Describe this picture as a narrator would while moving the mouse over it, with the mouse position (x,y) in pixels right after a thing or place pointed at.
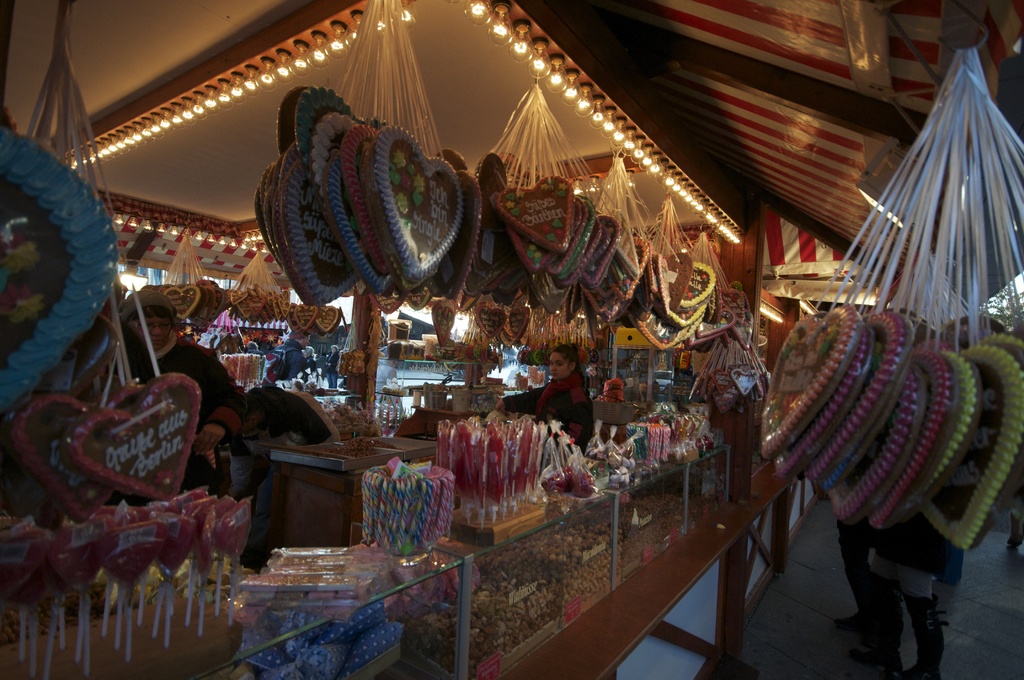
In this image I can see food stalls (324,461). There are candies (111,580), food items (546,603) in glass boxes (582,559), lights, there are few people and there are some other objects (452,171).
